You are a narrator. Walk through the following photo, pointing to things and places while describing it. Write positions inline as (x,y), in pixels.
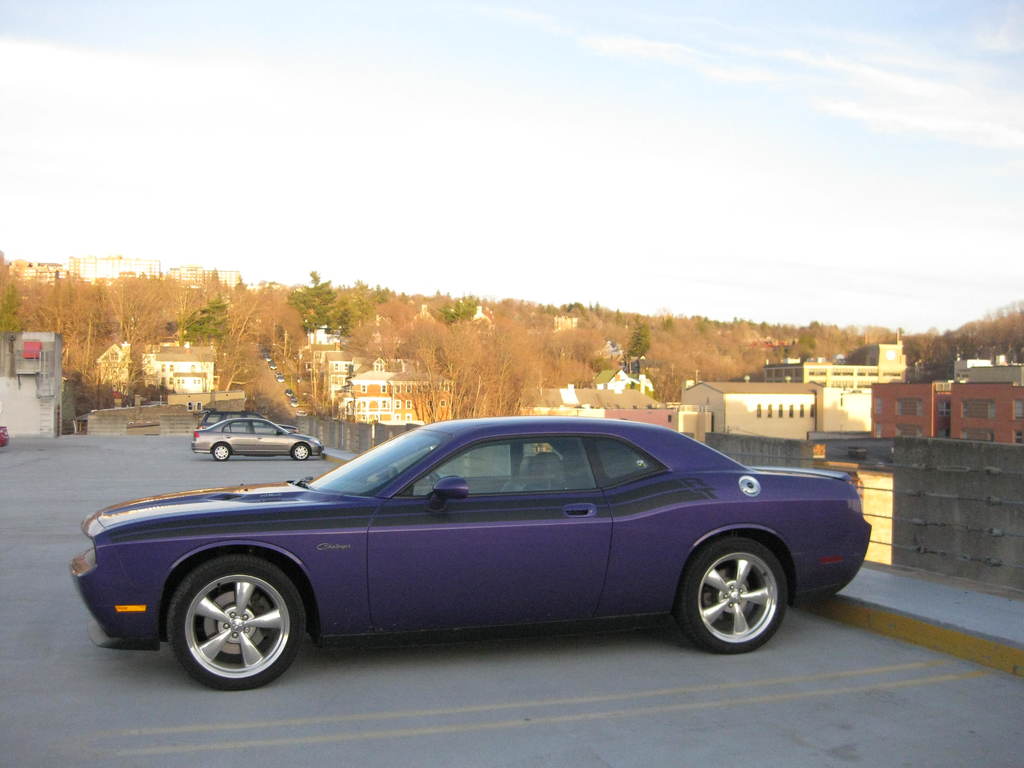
In this image we can see so many buildings (115,353), there are some trees (506,382) and vehicles (360,495), also we can see the wall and in the background (511,131), we can see the sky (315,161) with clouds (384,138).
